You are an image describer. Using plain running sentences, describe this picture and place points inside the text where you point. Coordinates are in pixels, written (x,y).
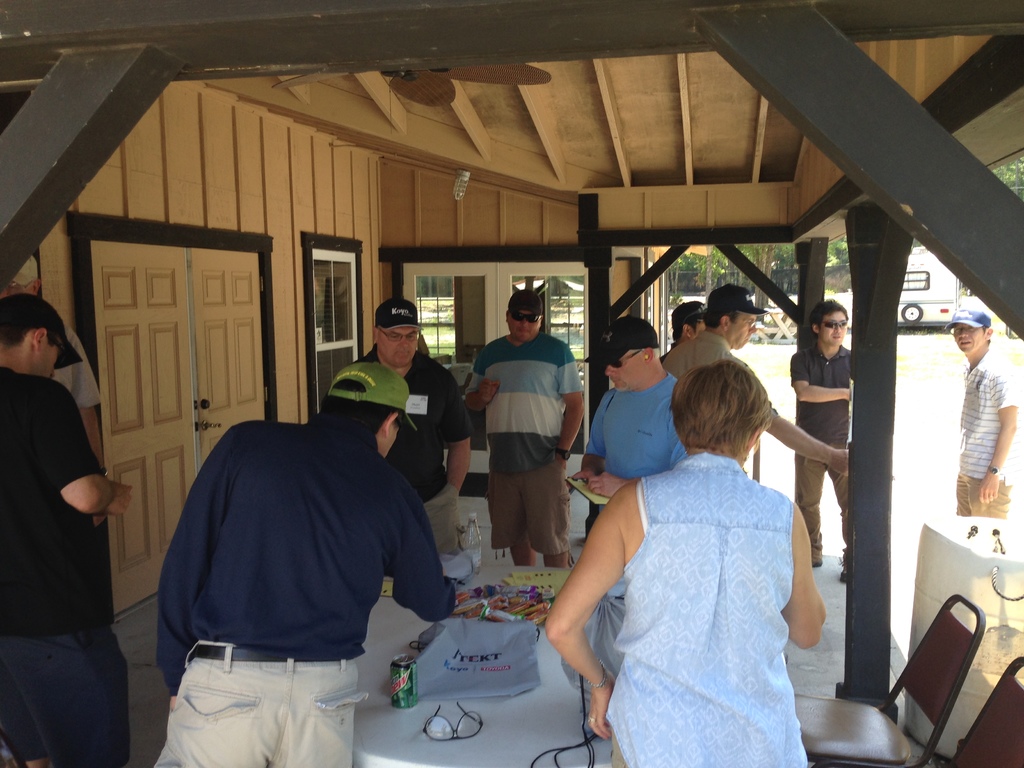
There are few people (298,603) standing around the table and observing the things (476,599) on the table (476,599). The left side of an image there is a door (196,459). The right side of an image (931,293) there is a vehicle (944,308) and a person (989,341) is standing wearing a cap (958,317) and this last we have trees (782,255).
